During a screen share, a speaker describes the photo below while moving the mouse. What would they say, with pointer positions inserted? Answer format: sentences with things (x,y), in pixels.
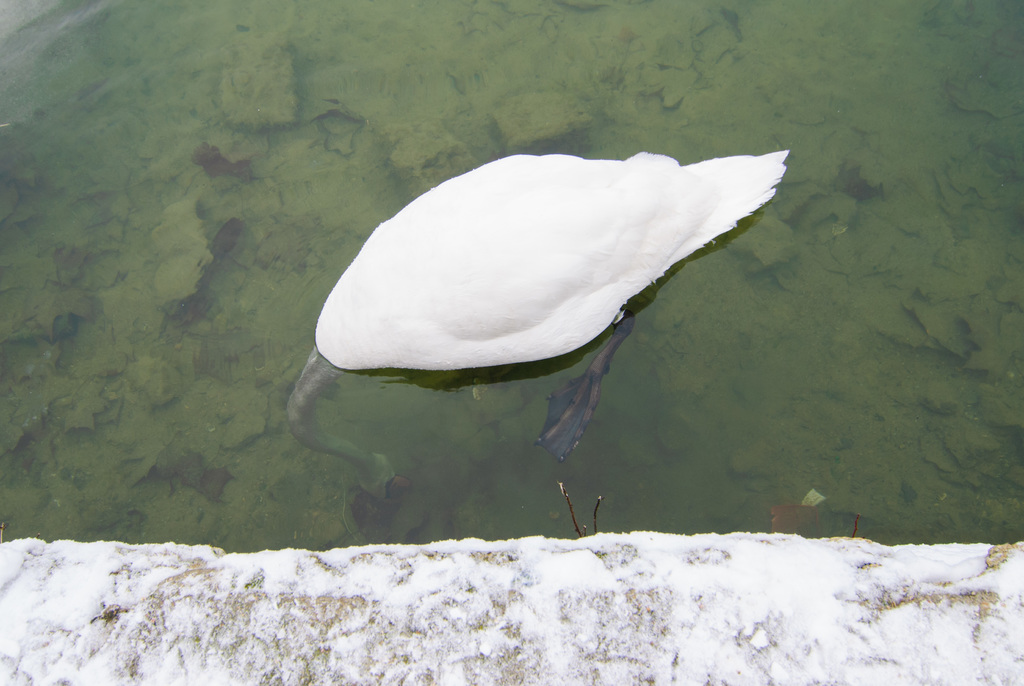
In this image we can see a swan (453,302) in the water (512,418). And we can see the snow (378,635).
